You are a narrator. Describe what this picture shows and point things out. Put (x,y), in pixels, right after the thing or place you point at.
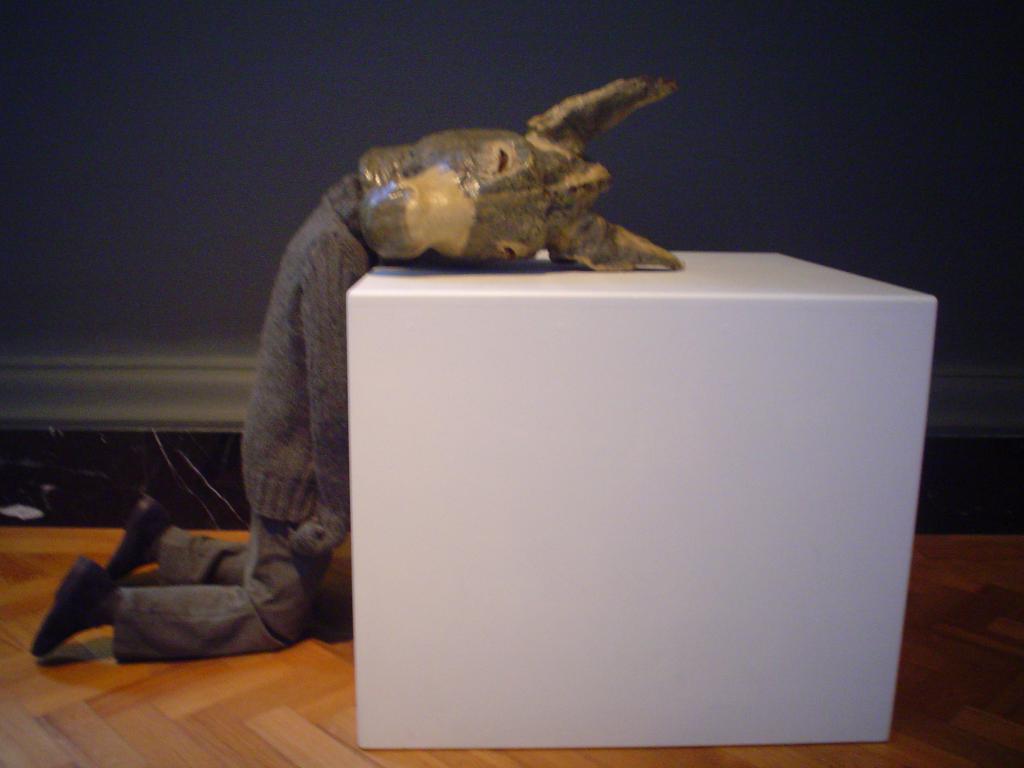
This image is taken indoors. In the background (153,274) there is a wall (919,130). At the bottom of the image (468,752) there is a floor (77,686). In the middle of the image (462,367) there is cube (441,436) on the floor (171,702). A man (379,239) is sitting on his knees (263,603) and he has worn a donkey face mask (411,190) on his face (497,189).
